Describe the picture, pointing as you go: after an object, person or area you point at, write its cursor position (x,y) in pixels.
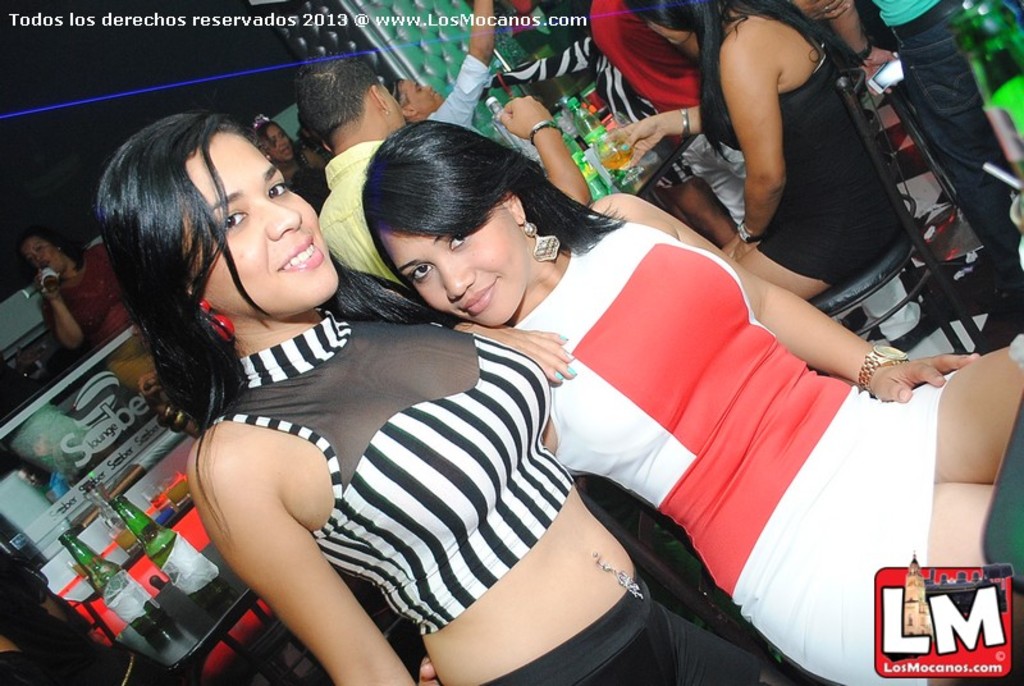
In this image there are group of persons (563,332) standing and sitting. In the center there are bottles (576,159) on the table (196,604) which is black in colour and in the front (521,486) there are woman (627,556) standing and sitting having smile on their faces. In the background (73,318) there is a woman (69,303) drinking.
